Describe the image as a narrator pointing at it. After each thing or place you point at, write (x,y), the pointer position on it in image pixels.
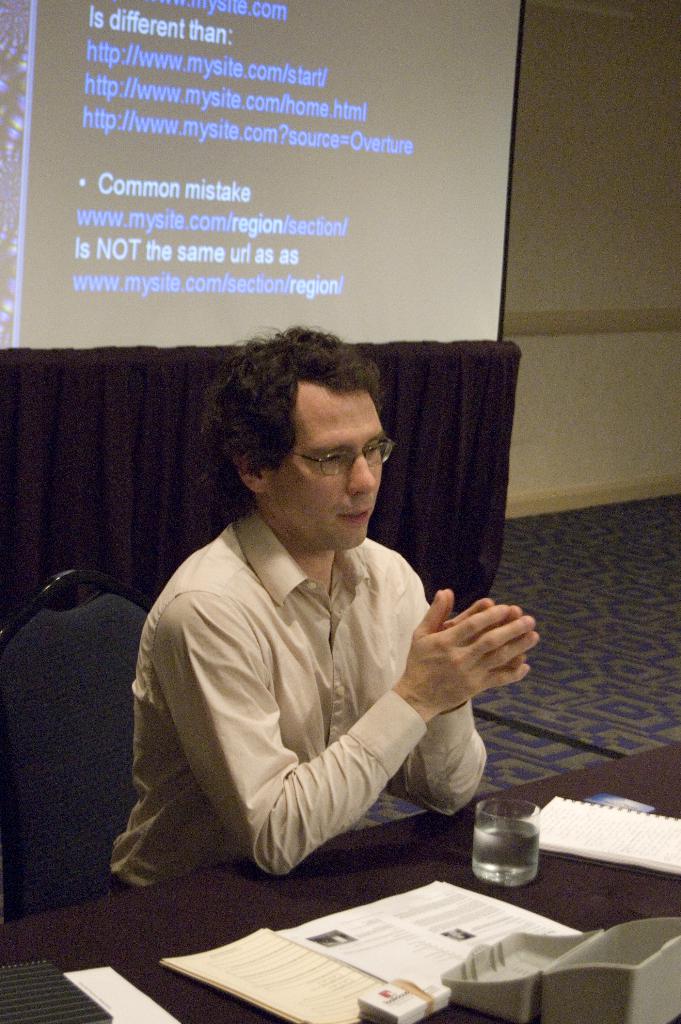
This picture shows a man (182,710) seated on the chair (105,736) and we see few papers (443,908) cup of water (480,864) on the table (154,912) and we see a projector screen (460,263) on the wall (530,345).
